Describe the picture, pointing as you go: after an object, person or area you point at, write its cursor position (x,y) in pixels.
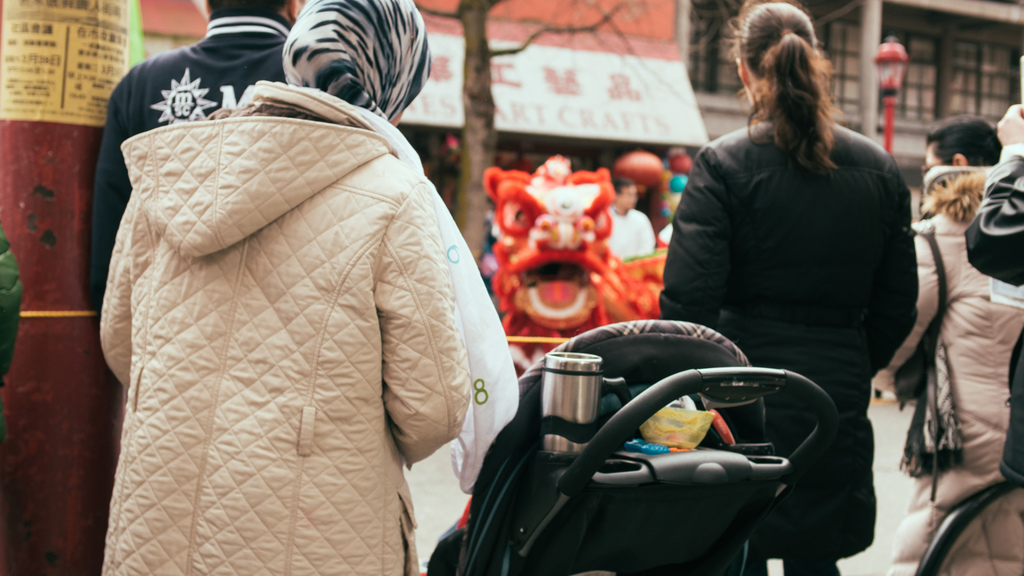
This image consists of two women (402,264) wearing jacket (412,348). In the middle (644,370), there is a trolley (559,471). In the background (912,66), there are houses (599,92) along with a tree (463,148). At the bottom (877,517), there is a road (879,534).
